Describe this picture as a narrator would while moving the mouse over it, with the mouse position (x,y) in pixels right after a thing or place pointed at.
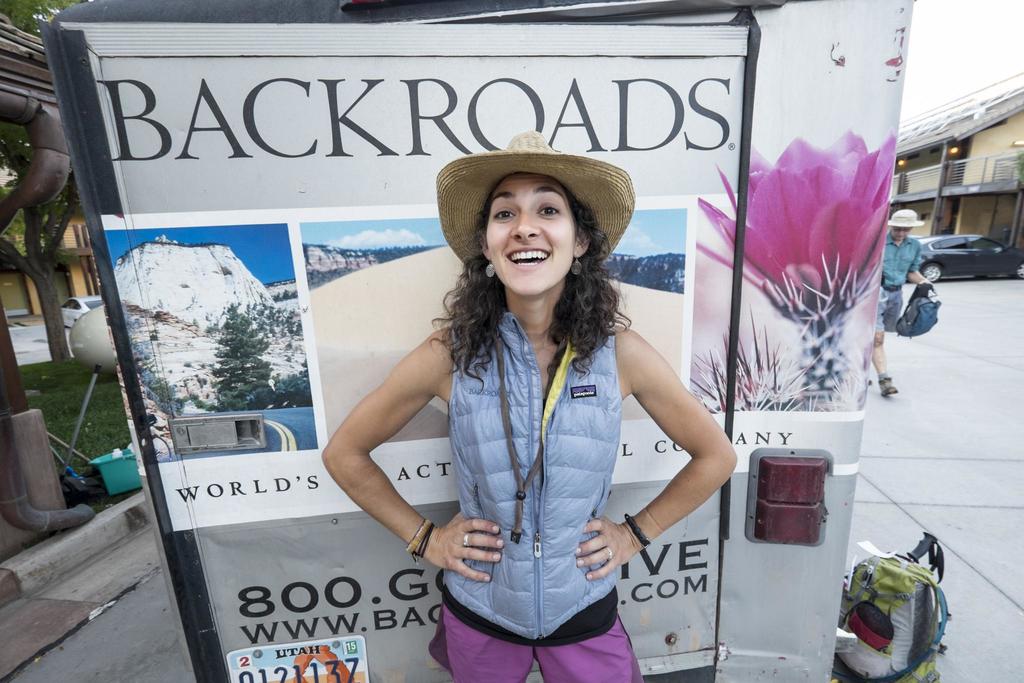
In this image, we can see a woman (522,462) standing, she is wearing a hat (474,210), there is a poster (664,483) and we can see a bag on the floor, in the background (887,285), we can see a person (894,248) walking and we can see a building (968,150), at the top (970,32) there is a sky (965,57).
